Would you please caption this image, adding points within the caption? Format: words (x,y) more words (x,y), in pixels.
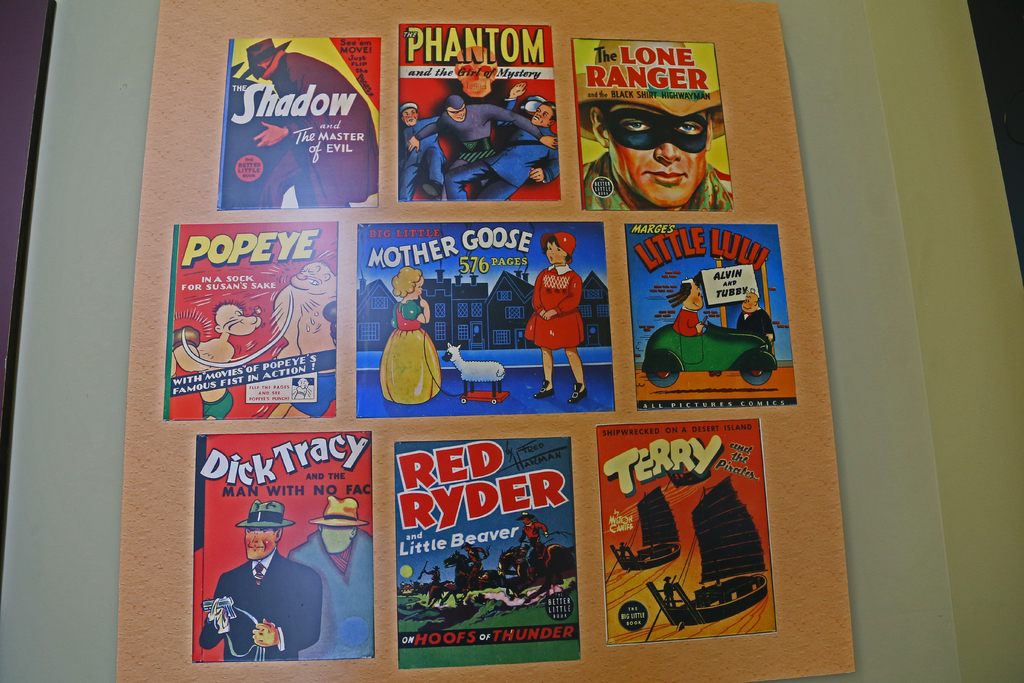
In this image we can see board (177,120) on the wall (59,336). On the board (276,215) there are posters (360,188). On the poster (370,150) there is text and also there are images (327,180) of cartoon characters (373,158).
